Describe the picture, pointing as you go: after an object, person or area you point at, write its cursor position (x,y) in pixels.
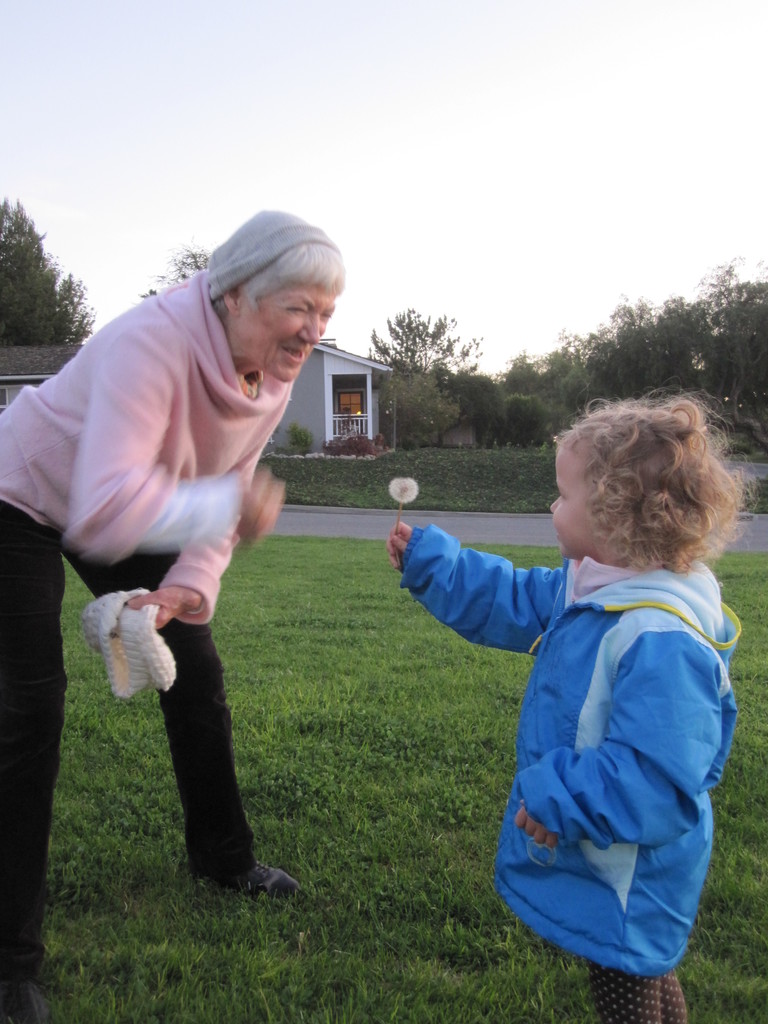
In this image we can see a woman (142,442) wearing pink color sweater (89,461), black color pant (120,572) holding some cap (124,669) in her hands (147,605) and there is a kid (550,694) wearing blue color sweater (536,652) holding some dandelion (405,485) in her hands (404,553) standing and there is some grass (494,747), in the background of the image (288,431) there is a house (297,416), some trees (55,330) and clear sky (347,155).
